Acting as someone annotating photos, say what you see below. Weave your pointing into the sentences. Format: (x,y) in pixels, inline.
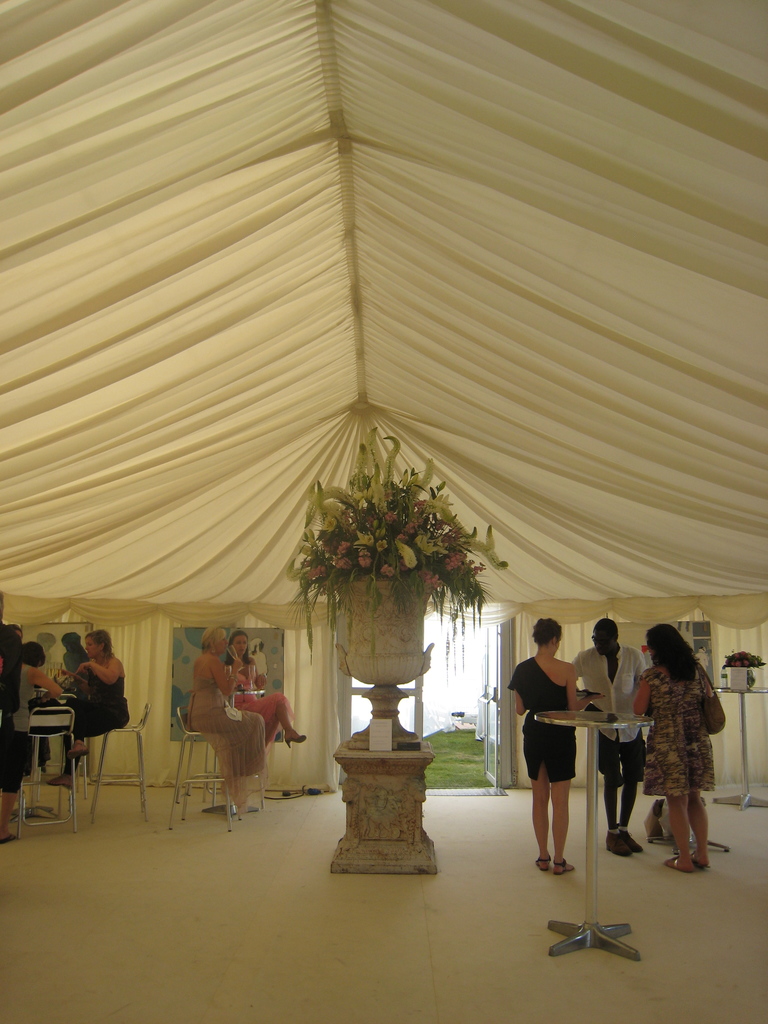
In the picture we can see inside the tent (177,298) with some women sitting on the chairs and in the middle of the tent (166,305) we can see a stand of the plant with some flowers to it and beside it we can see two women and a man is standing and in the background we can see a door (509,719) which is opened and from it we can see a grass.
